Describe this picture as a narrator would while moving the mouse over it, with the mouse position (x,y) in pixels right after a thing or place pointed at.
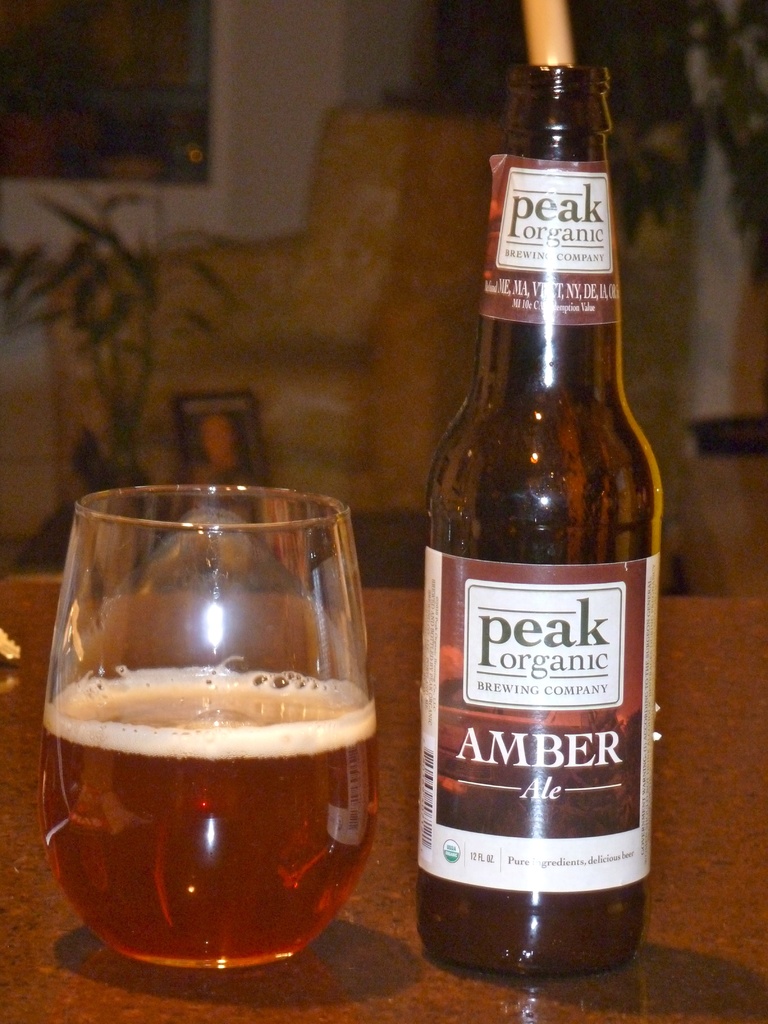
At the bottom of the image (124,792) there is a table (678,943) and we can see a bottle (467,858) and a wine glass (356,761) placed on the table (734,809). In the background (293,444) there is a chair (360,405), plants (662,160) and a wall (298,112).
